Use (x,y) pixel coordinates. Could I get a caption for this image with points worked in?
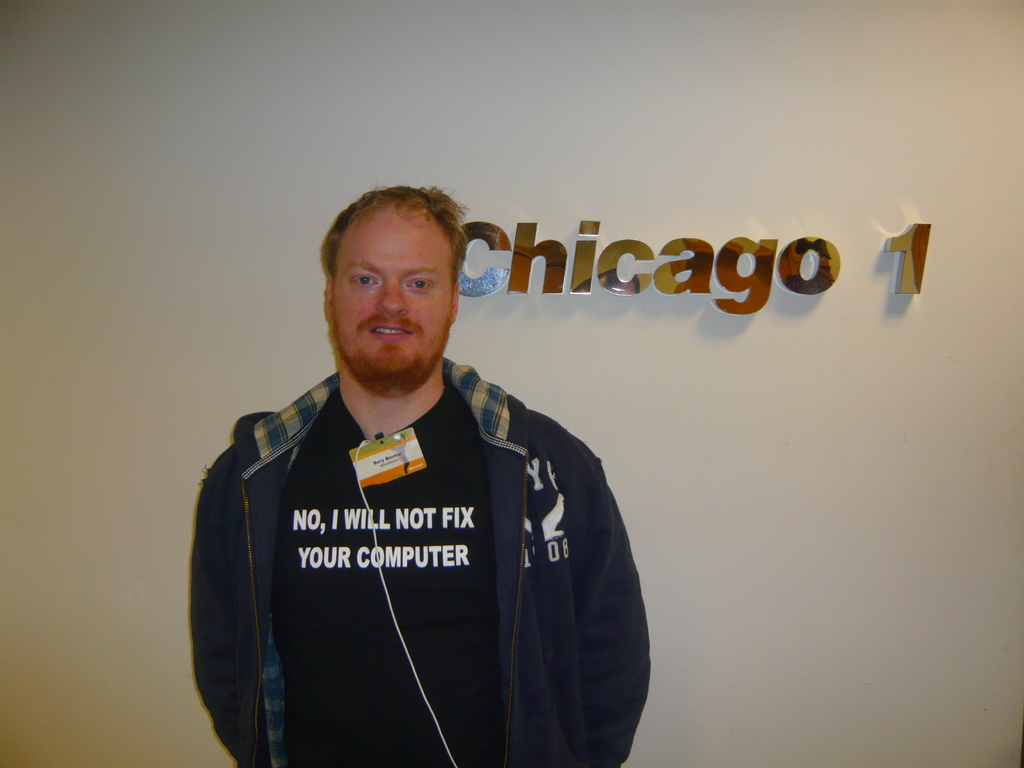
In the center of the image (579,445) there is a person (203,627) standing wearing a jacket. In the background of the image (114,547) there is a wall (696,370).
